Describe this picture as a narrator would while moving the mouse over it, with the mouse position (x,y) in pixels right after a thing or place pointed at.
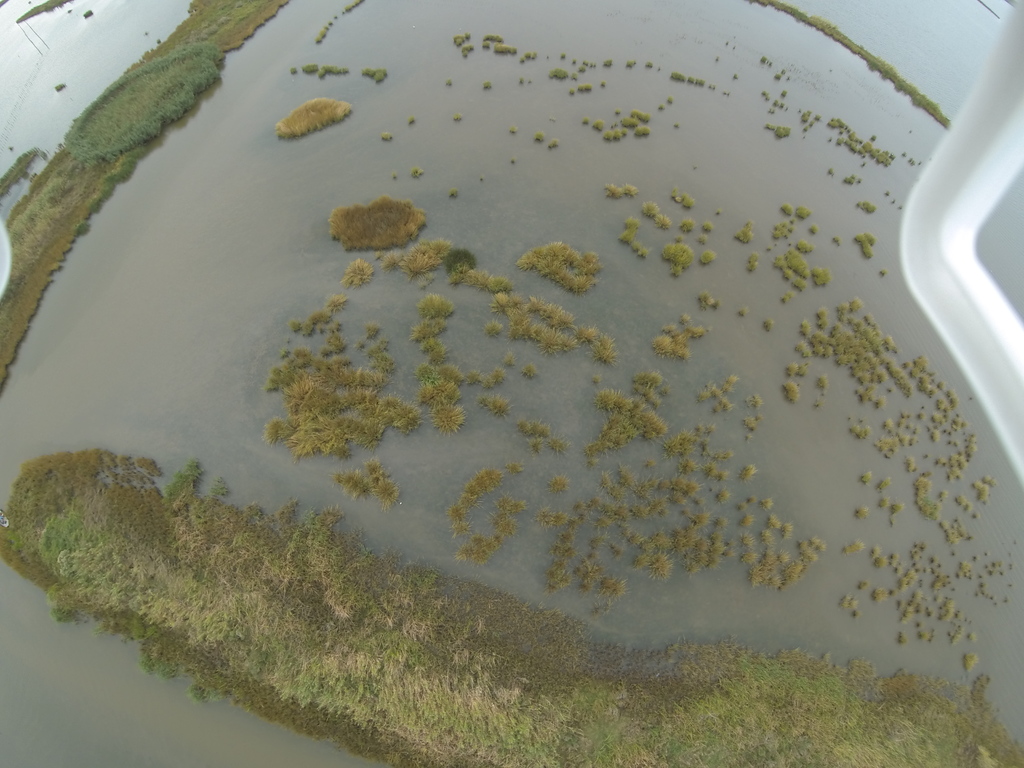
It looks like the picture is clicked from an airplane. In this image, on the right side (1018,139), we can see a metal rod (1018,331). In the background (371,596), we can see some grass (341,407) and a water (383,58).
